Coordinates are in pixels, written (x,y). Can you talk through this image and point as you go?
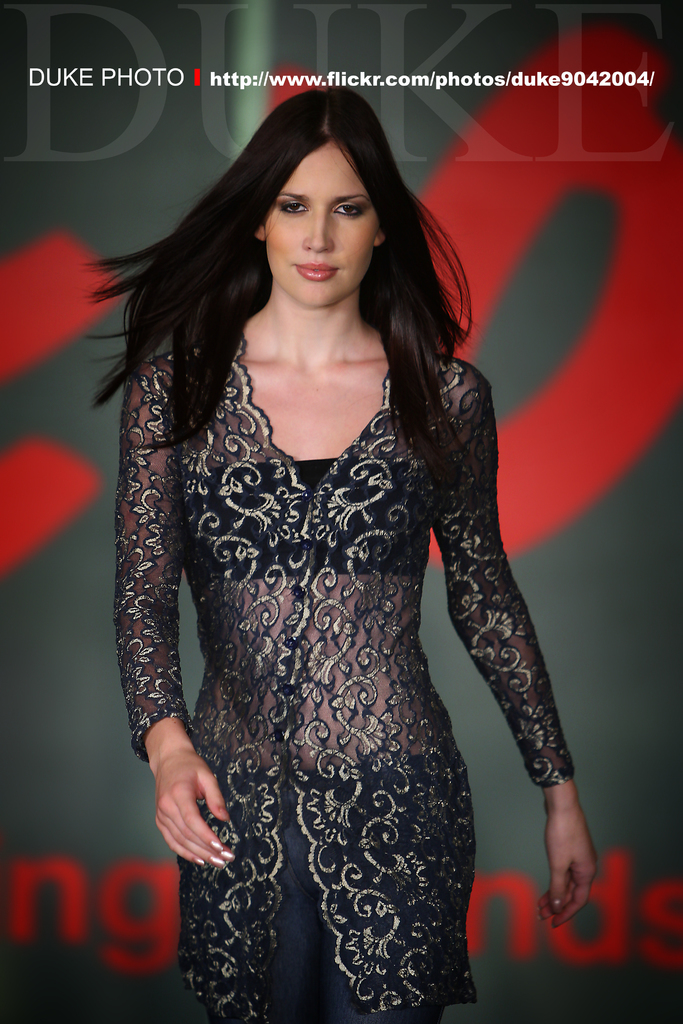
In this image we can see a woman (432,488) and in the background (574,145), we can see some text (23,158).
